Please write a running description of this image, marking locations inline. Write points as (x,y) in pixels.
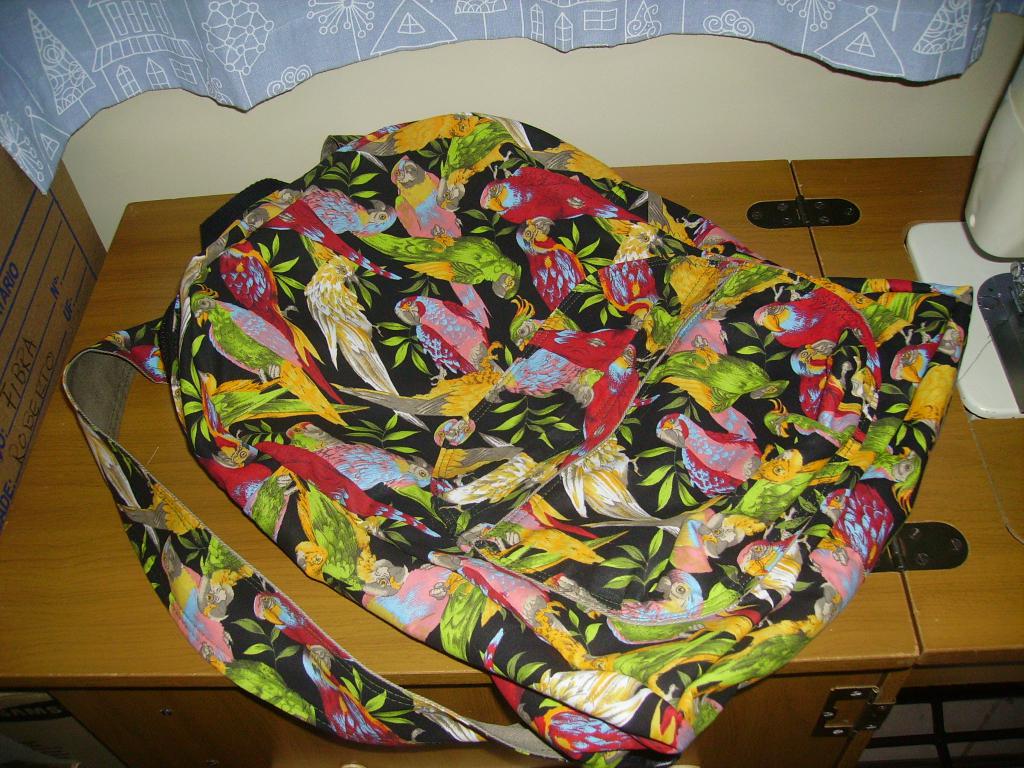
In this image there is a bag (547,711) on table (118,245). Bag (775,483) has different parrot and leaf images (493,435) on it. At top of the image (16,23) there is a curtain (1,7).
